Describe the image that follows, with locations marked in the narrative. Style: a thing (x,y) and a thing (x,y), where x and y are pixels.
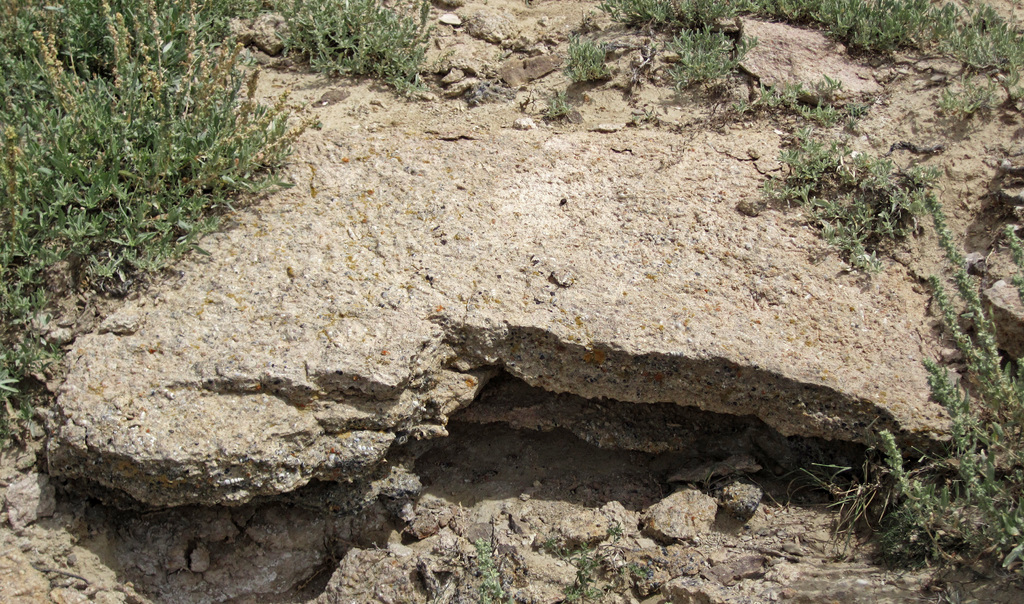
In this image, I can see grass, rocks (606,342) and stones (635,175). This image taken, maybe during a day.
